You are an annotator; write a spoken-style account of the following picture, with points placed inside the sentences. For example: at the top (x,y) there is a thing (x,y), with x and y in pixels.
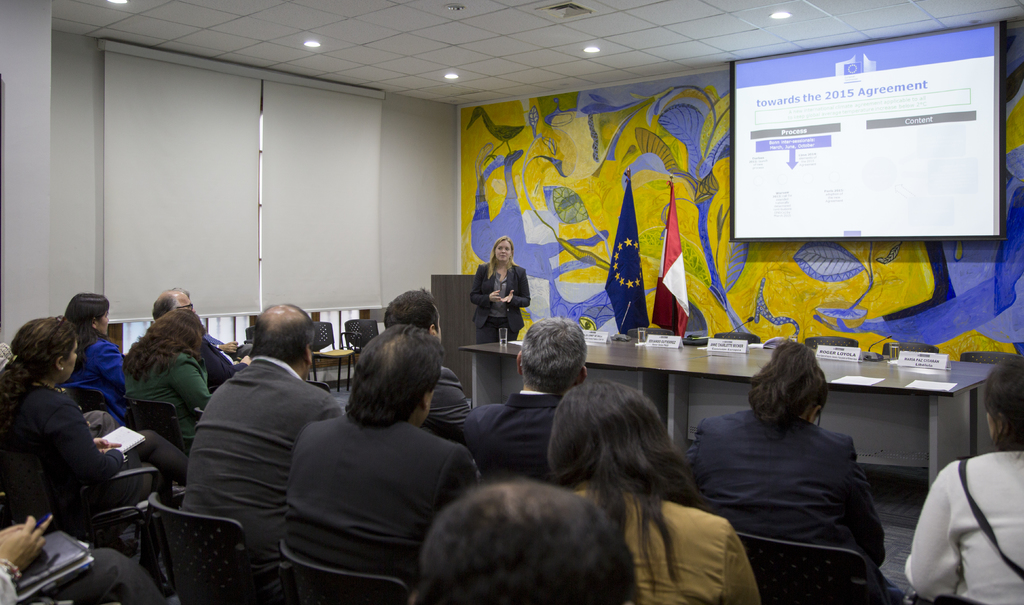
In this image I can see people (575,331) where one woman (491,272) is standing and rest all are sitting on chairs (10,457). I can see one of them is holding a book (136,438). In the background (630,294) I can see few flags (663,319), few chairs (669,331), mics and a projector's screen (759,127).
